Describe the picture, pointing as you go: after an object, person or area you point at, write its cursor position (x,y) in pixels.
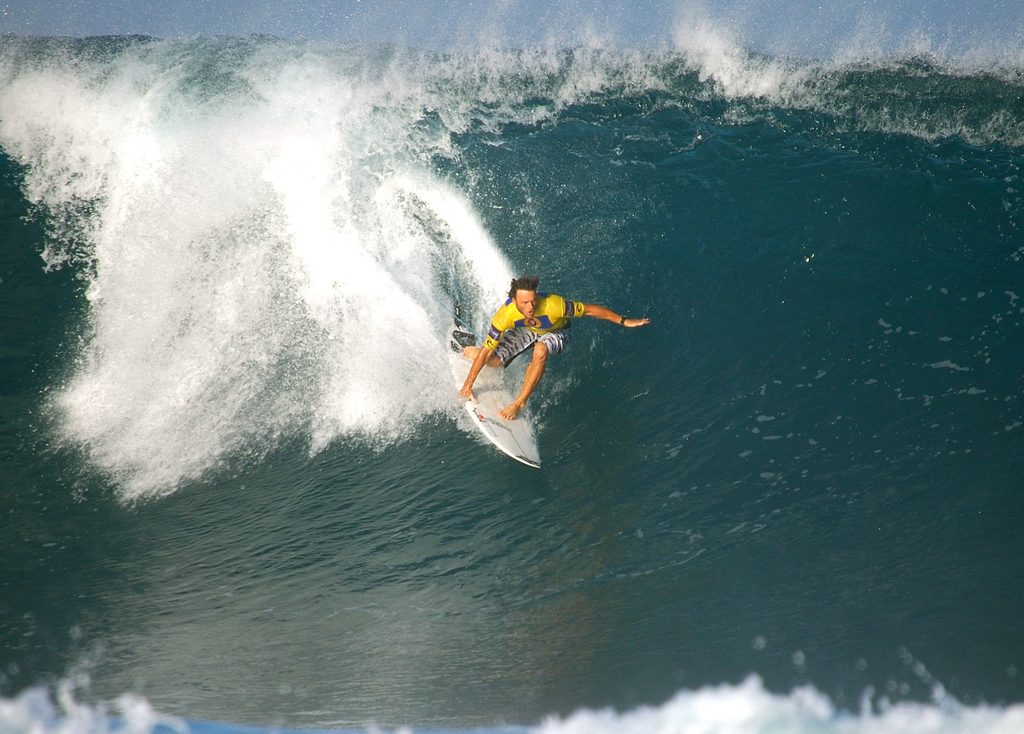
In this image, we can see a person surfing in the water (372,151). We can also see the sky (382,9).
